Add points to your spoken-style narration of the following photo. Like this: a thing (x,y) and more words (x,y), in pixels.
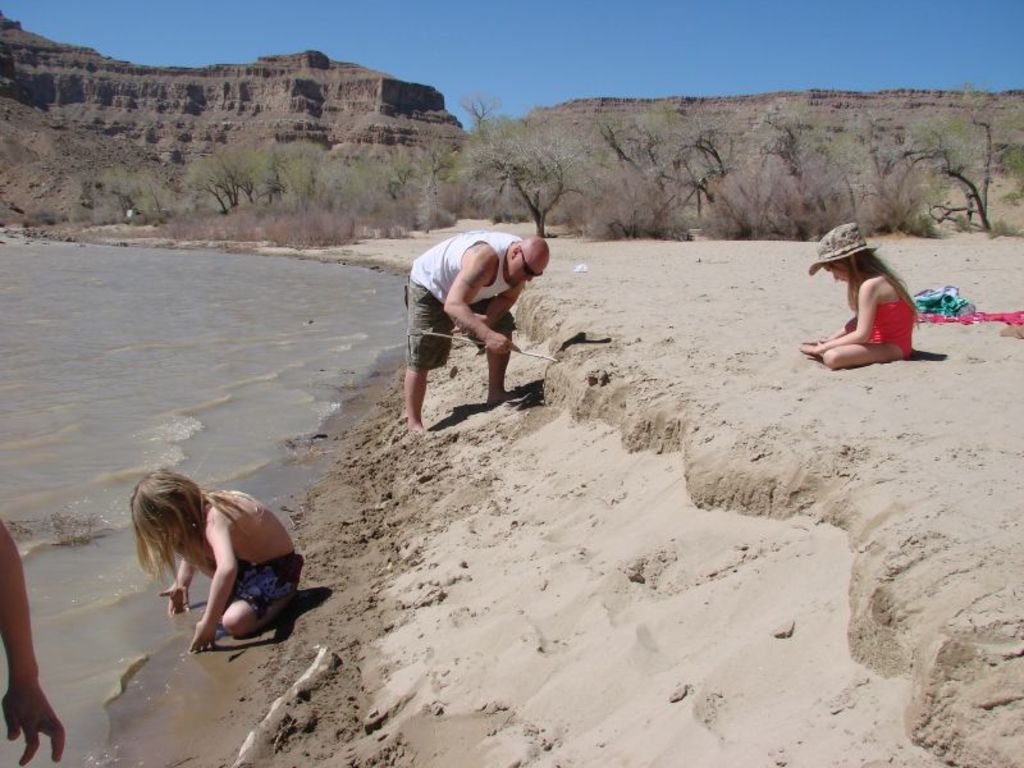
At the top of the image (344,135) we can see sky (410,46), hills (416,104) and trees (446,165). At the bottom of the image (271,535) we can see lake (359,314) and persons (188,587) on the bed (964,255) of the lake (212,330).
